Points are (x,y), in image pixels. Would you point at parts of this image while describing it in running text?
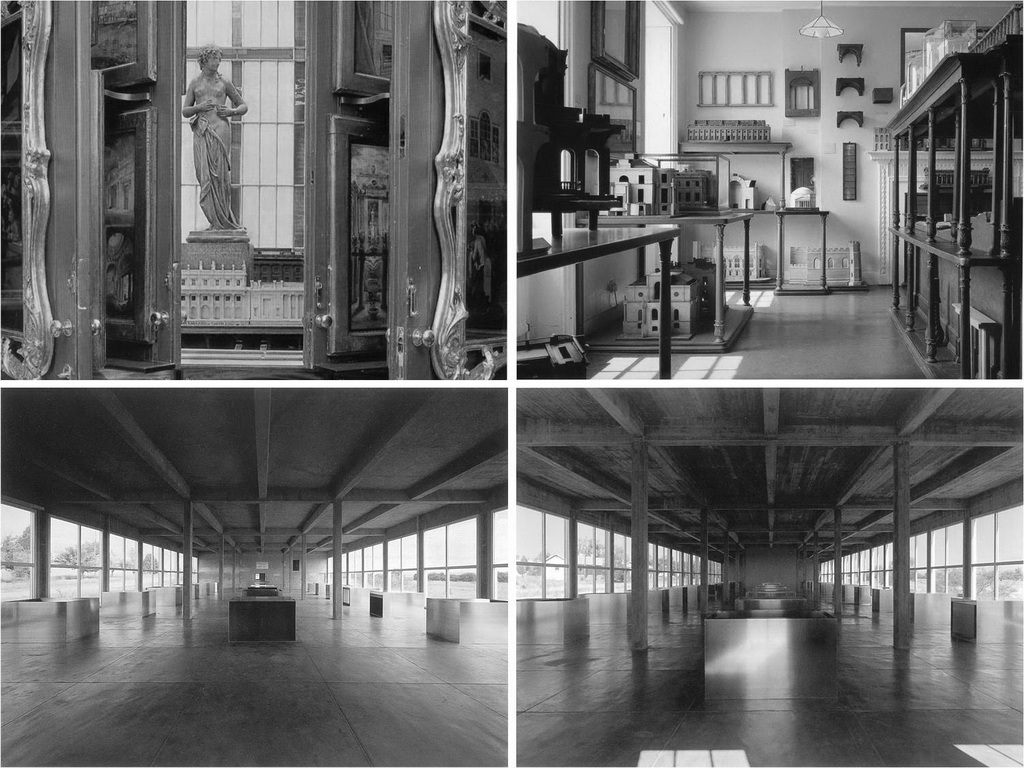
In this picture there is a collage (836,208) in the center of the image (433,377), which includes different pictures (341,280) in it.
